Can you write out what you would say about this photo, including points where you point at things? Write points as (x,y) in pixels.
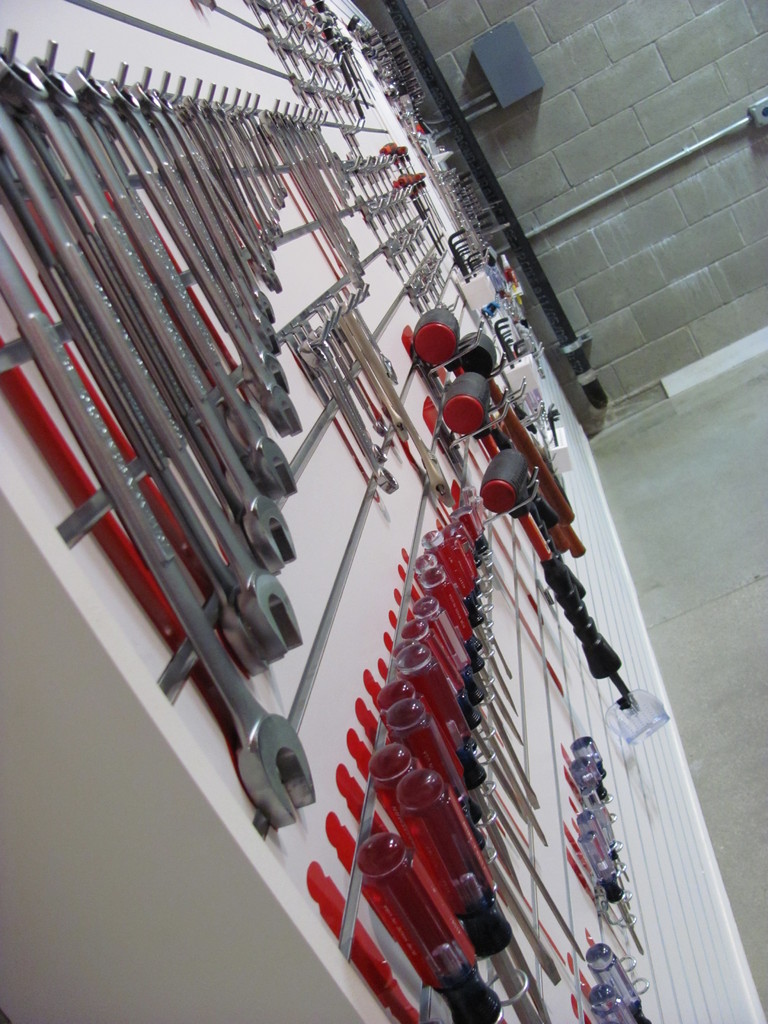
In this image I see number of tools (333,227) on the white wall (554,391) and I see the wall (533,40) over here on which there are pipes (585,210) and I see the ground (695,552) over here.
